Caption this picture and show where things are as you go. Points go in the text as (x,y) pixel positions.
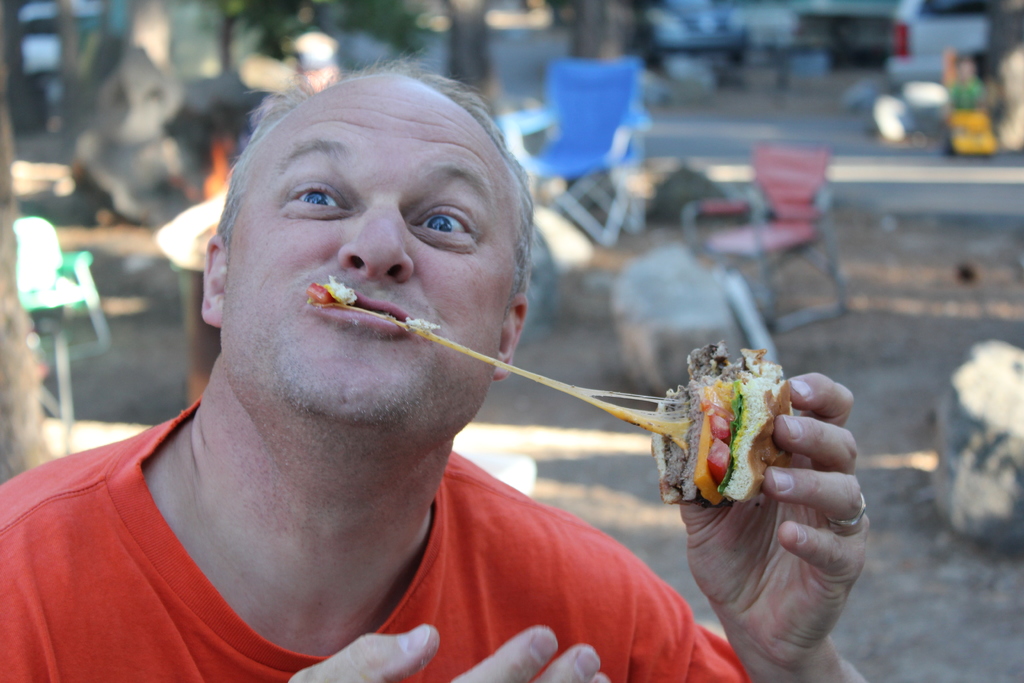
In this image, we can see a person (590,608) is holding some food item (744,446) and eating. Background (920,378) there is a blur view. Here we can see chairs (578,149), stones (988,414), road (844,135), some vehicle (910,8), few objects (966,119).
